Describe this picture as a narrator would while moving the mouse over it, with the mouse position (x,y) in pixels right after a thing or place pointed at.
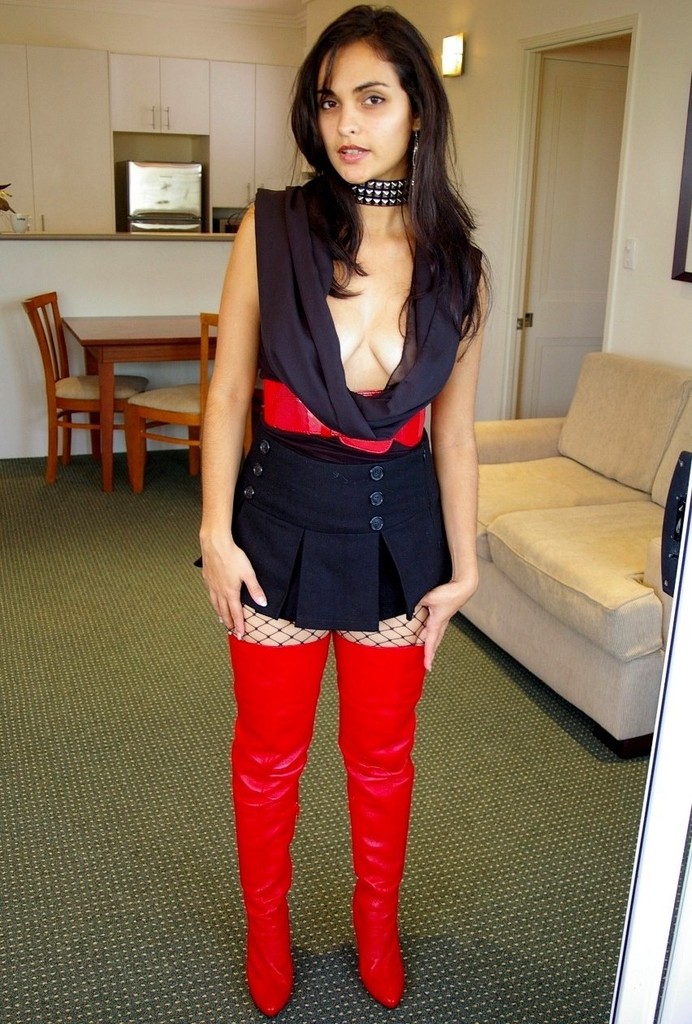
In this image we can see a lady (297,553) standing on the floor (336,864) by wearing a red long boots (246,796). In the background of the image (615,624) we can see a sofa (630,503), dining table (104,382) and a door (561,295).
